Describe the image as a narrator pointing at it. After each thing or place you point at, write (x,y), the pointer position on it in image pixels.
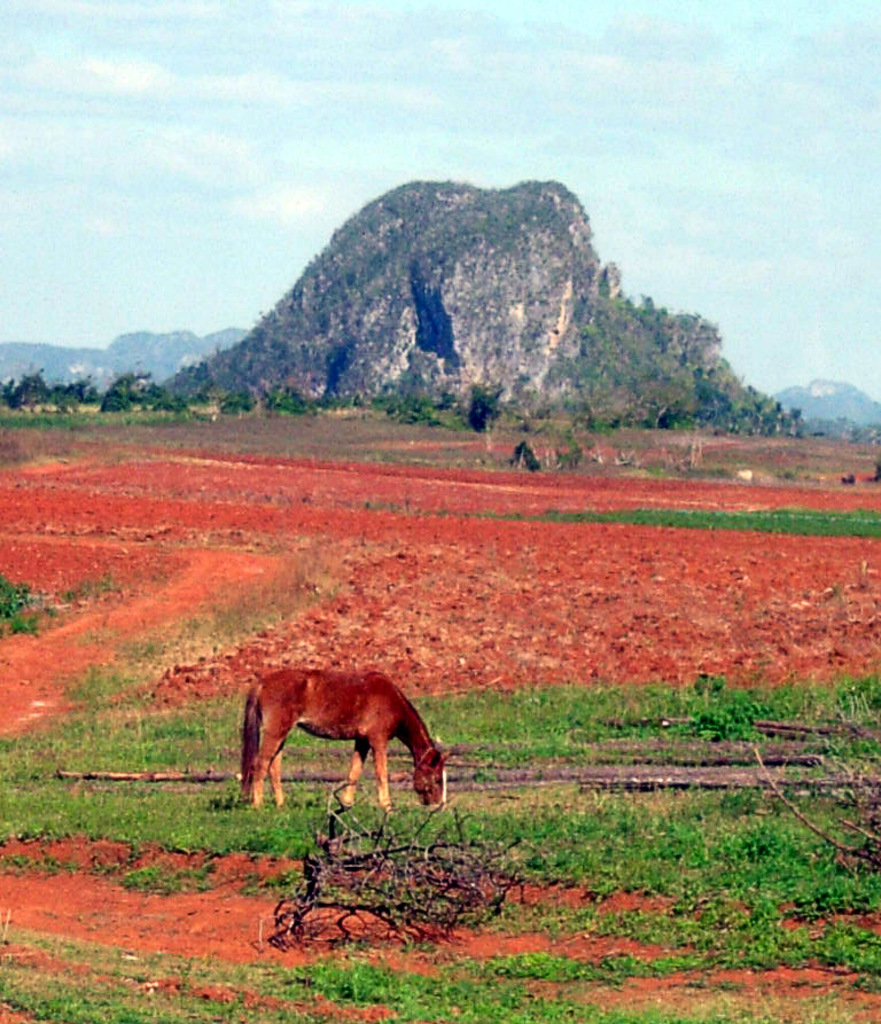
In this image there is an animal (386,727) on the surface of the grass (286,784) and there are dry trees (449,865). In the background (439,317) there are mountains (357,341) and the sky (396,153).
